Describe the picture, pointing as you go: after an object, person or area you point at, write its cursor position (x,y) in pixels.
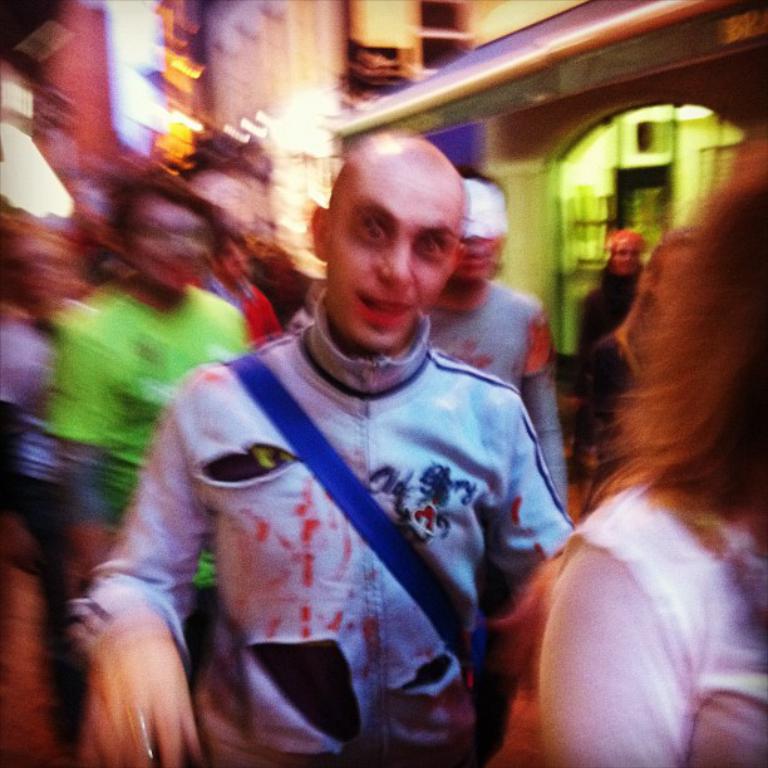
In this image I can see number of people (363,378) are standing. In the background (361,85) I can see few buildings (228,107) and I can see this image is little bit blurry.
